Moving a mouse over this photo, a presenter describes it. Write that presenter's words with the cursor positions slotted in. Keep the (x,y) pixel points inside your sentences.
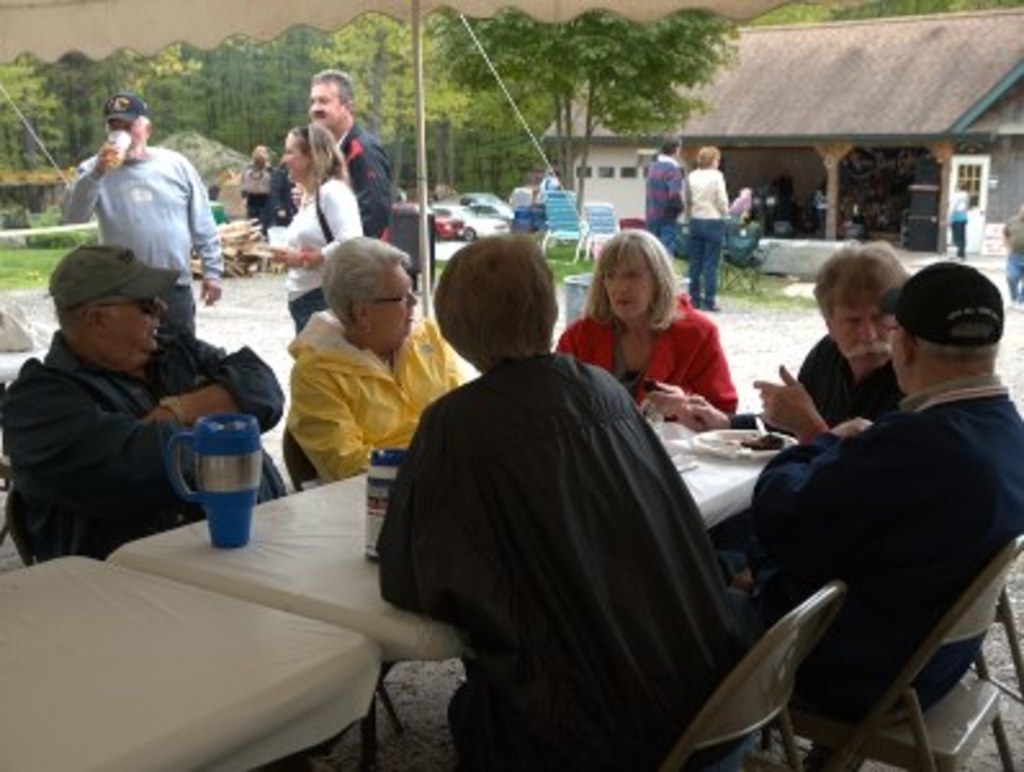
There is a tent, under that there are two white color tables (302,513) and there are total six people (693,594) sitting around the table (235,567), on the table (259,559) there is a flask (192,496), some food (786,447). Behind them there are group of people (317,167) standing, to the right side (719,207) there are two people (719,220) in front of them there is a house (902,120), in the background (644,100) there are trees (588,62), cars (462,226) and grass (43,254).
